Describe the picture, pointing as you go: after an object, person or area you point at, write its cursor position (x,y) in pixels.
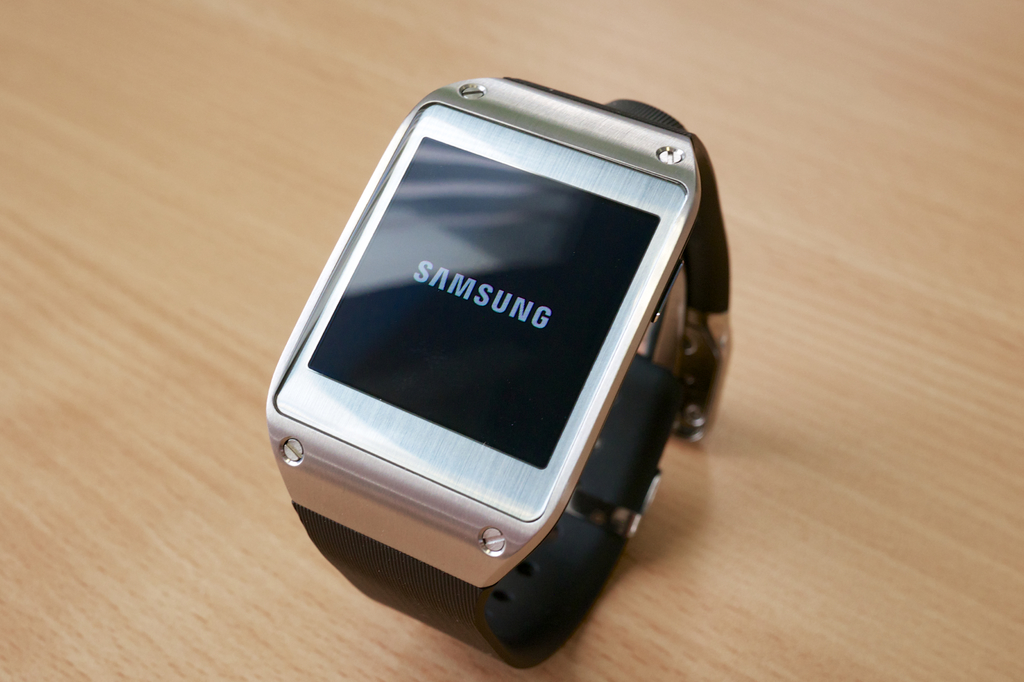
In this picture we can see a Samsung device (662,387) on the table (751,528).
